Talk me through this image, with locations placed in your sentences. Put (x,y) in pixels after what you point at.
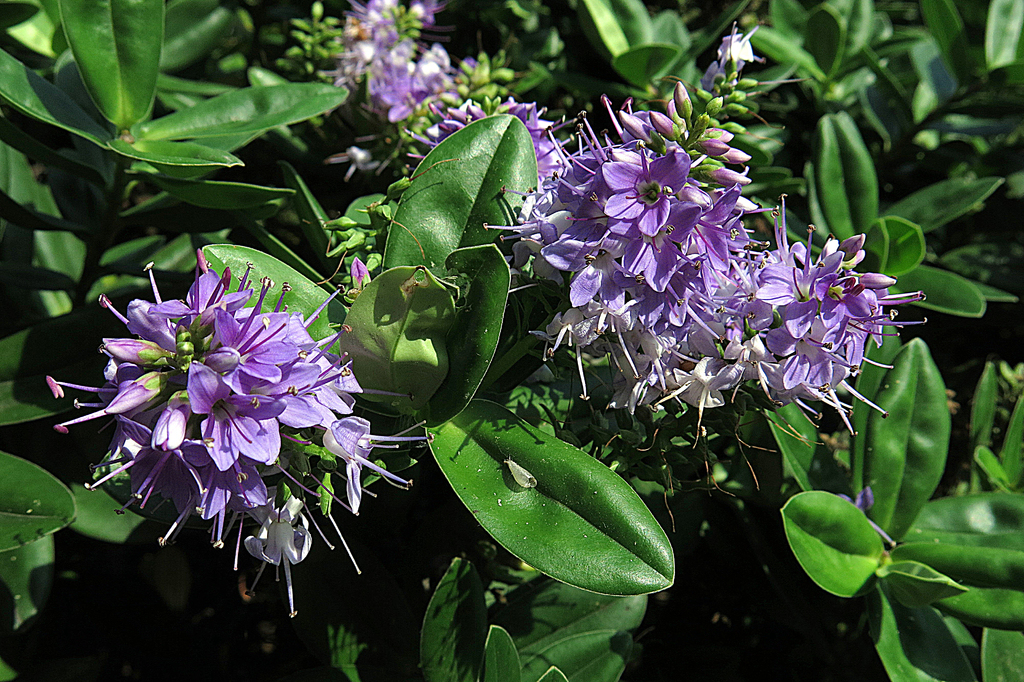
This is the picture of flowers (713,103) on plants (474,118). And there are green colored leaves (424,386).
